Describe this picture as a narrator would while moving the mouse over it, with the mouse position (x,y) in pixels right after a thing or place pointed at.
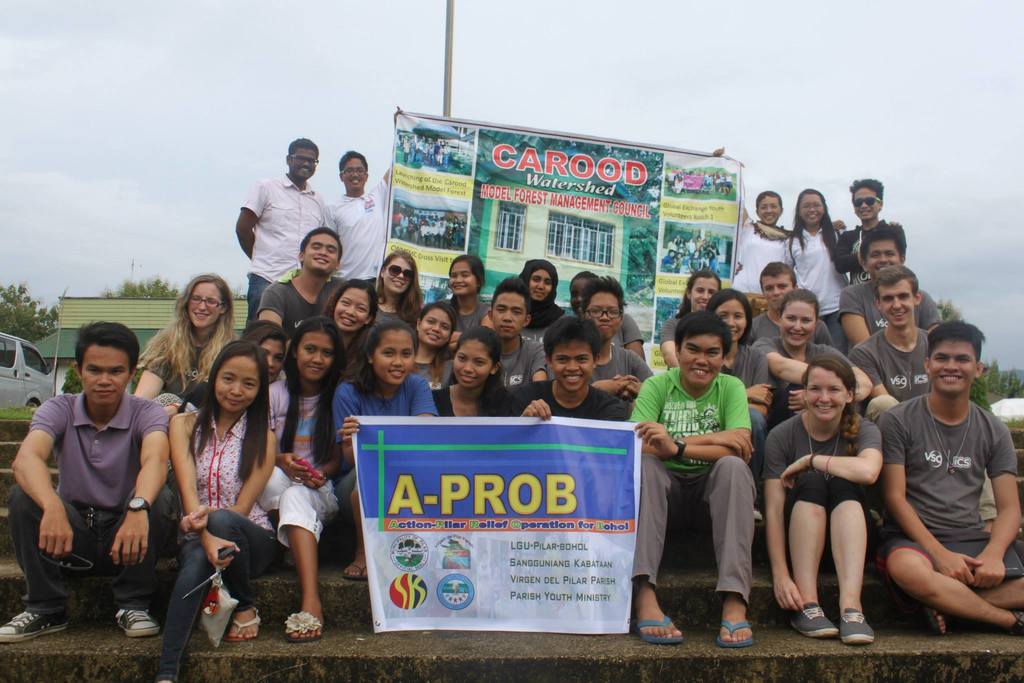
As we can see in the image there are group of people (25,534) over here, banners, car (28,358), trees (33,316) and a house (130,316). On the top (156,88) there is a sky (156,88).
